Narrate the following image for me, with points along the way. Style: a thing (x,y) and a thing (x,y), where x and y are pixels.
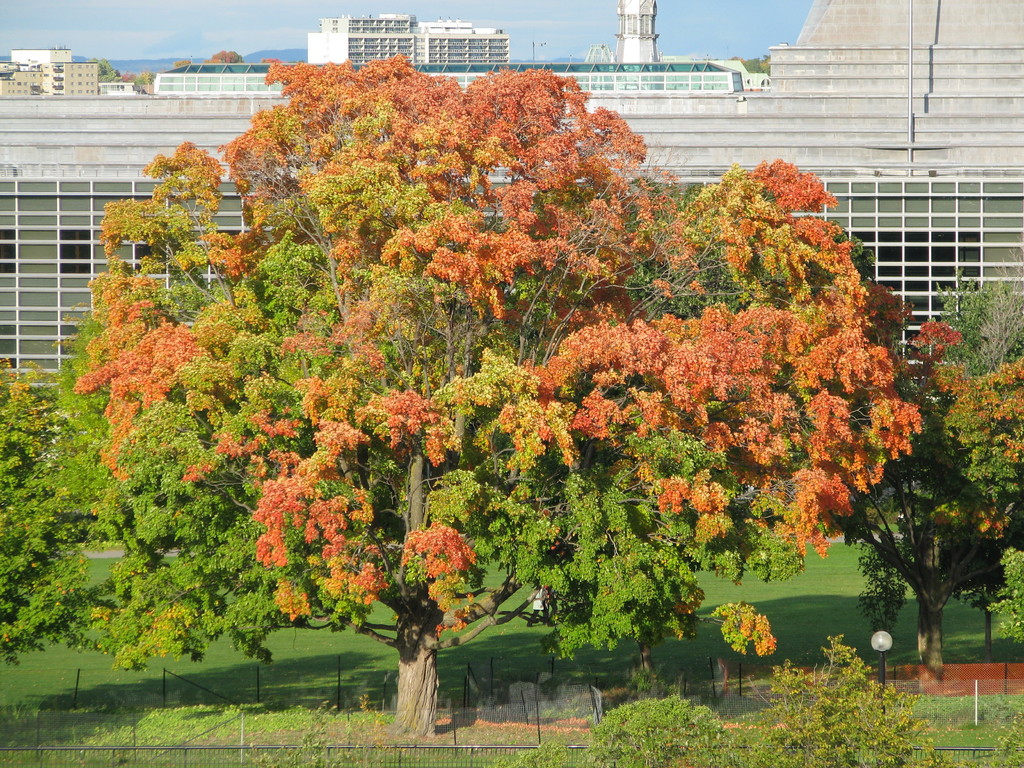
This is an outside view. At the bottom of the image (584,654) I can see a Garden (246,660). There are many plants (614,734) and trees (258,475). In the background (845,163), I can see buildings (65,162). At the top (166,29) I can see the sky (140,26).
